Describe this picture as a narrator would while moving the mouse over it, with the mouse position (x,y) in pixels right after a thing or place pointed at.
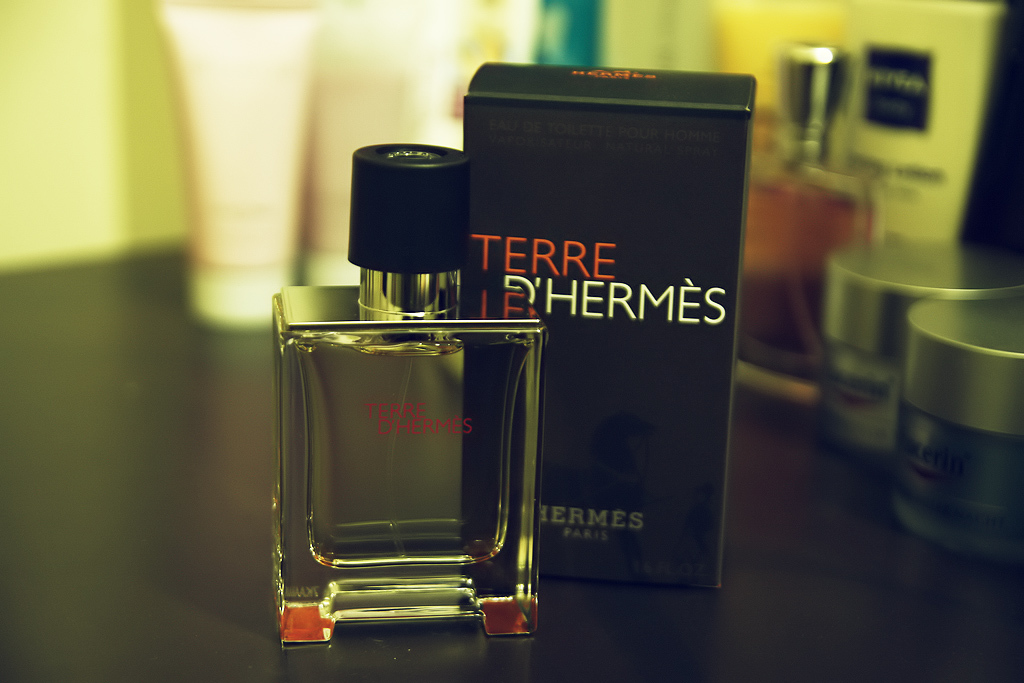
In this picture I can see perfume bottles (451,221), box (502,129) and some other objects (287,68) on the table (752,555).
